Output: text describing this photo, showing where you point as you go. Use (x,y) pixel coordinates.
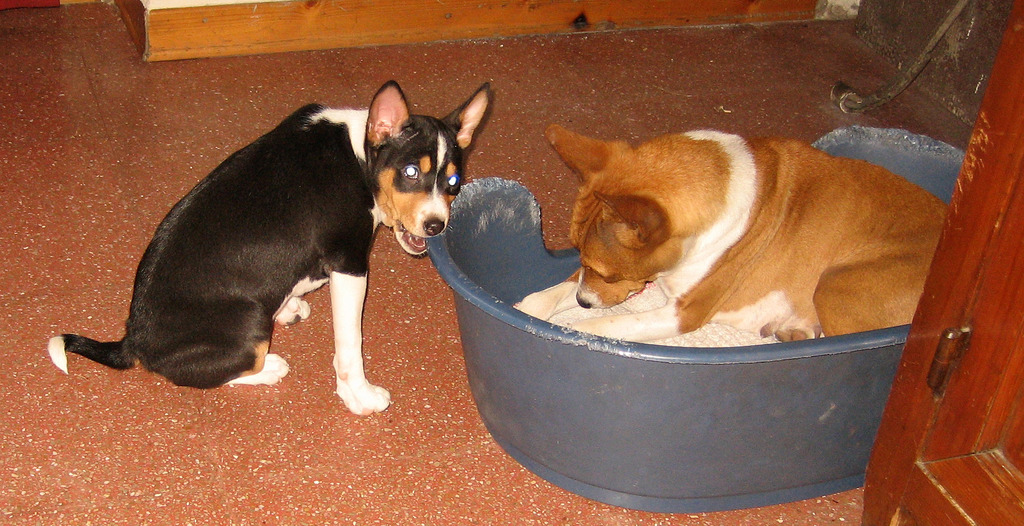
In this image I can see two dogs (57,363) one sitting on the floor (28,254) and other one sitting inside the tub (522,182), beside them there are few other objects (1023,98).
